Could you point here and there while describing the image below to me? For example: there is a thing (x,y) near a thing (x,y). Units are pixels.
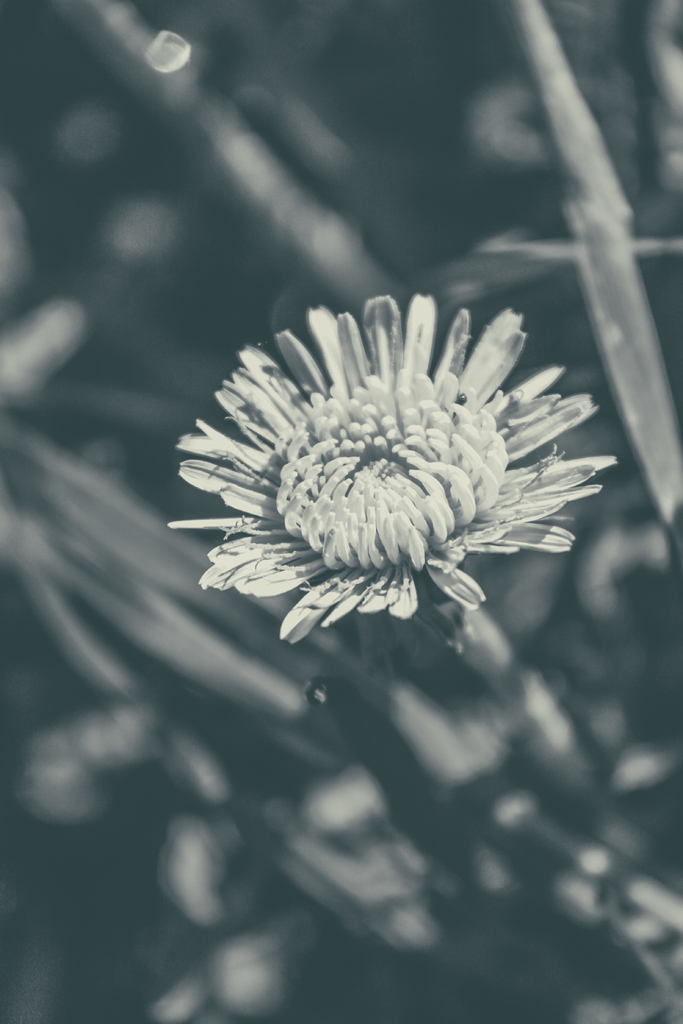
This looks like a black and white image. I can see a flower (372,605) with petals (440,513). The background (237,600) looks blurry.
